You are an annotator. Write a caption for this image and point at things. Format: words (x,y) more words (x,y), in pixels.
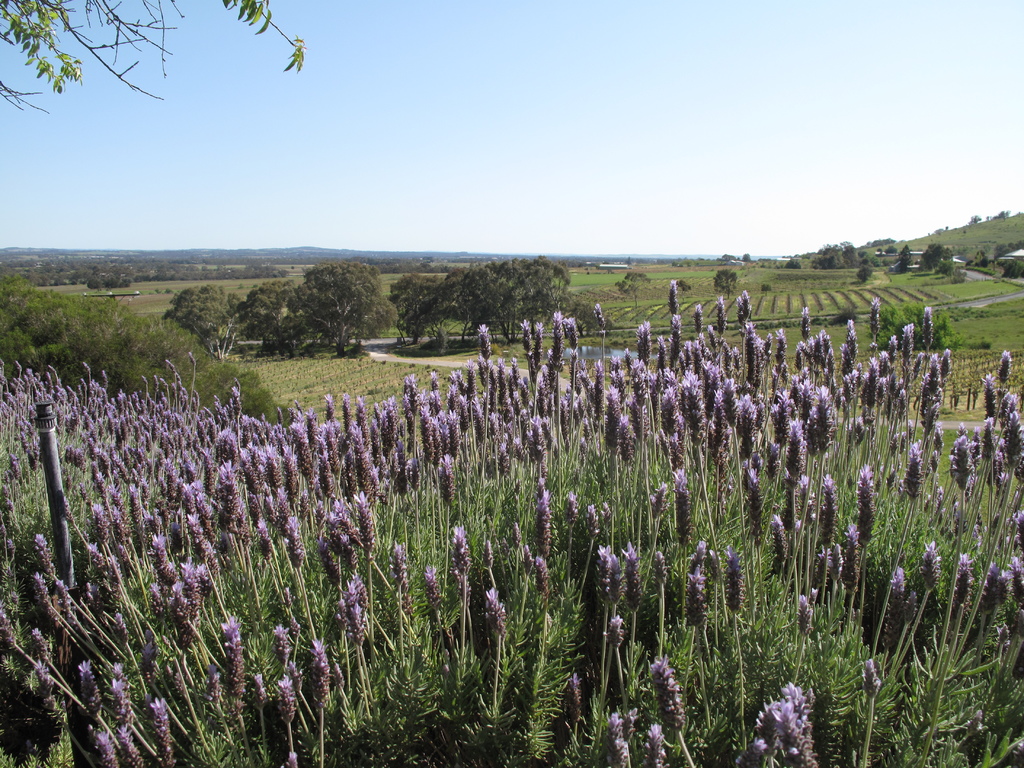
In the picture I can see plants (468,542), trees (350,323), the grass (440,390) and some other objects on the ground (511,350). In the background (517,152) I can see the sky (536,154).
